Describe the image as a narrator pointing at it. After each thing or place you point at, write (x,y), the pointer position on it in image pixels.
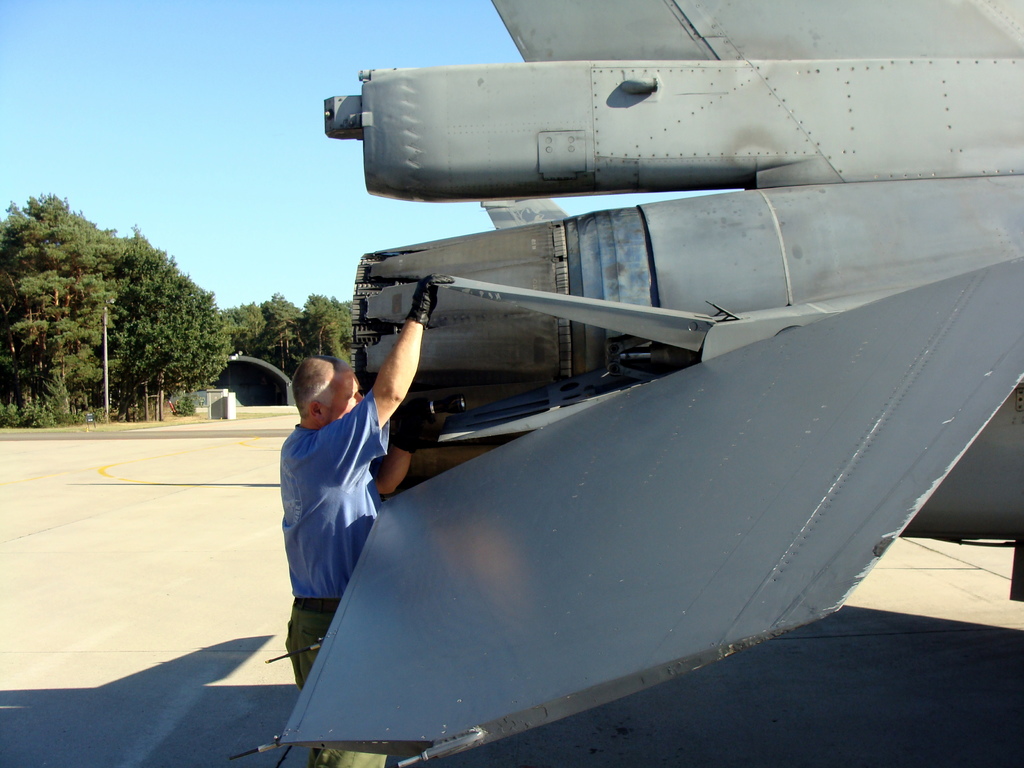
In the center of the image (405,327) there is a man (331,494) standing. On the right (788,389) there is a plane (648,351). On the left (223,321) there are trees (228,315) and sky (191,271).
